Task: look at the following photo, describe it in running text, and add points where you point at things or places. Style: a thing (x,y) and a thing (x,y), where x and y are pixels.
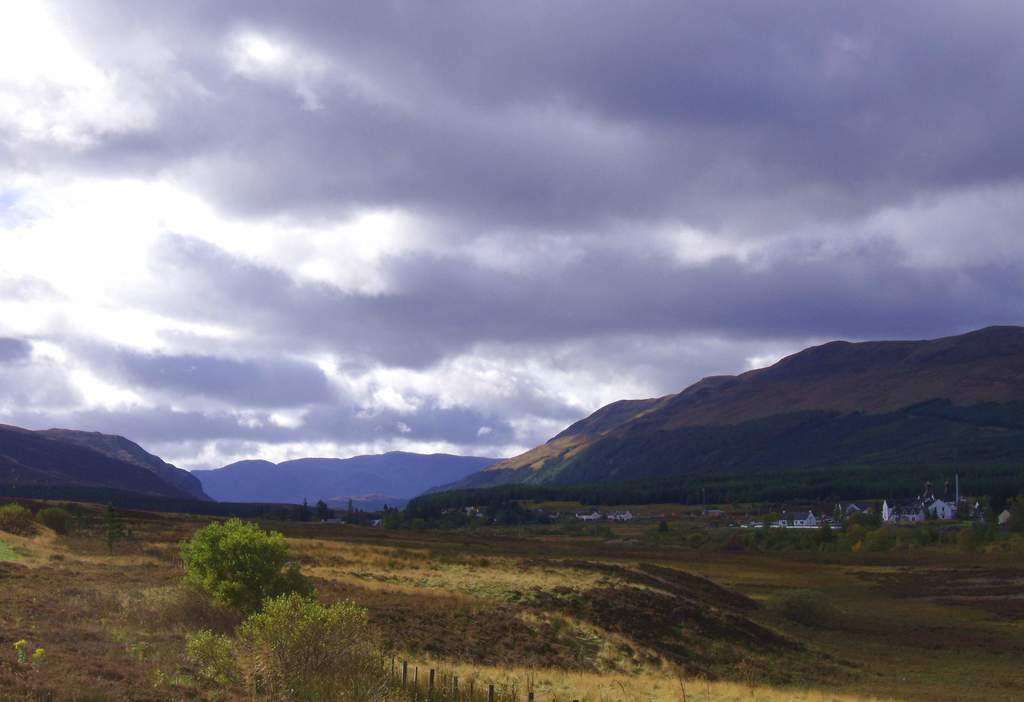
In this image we can see some trees (189,574), plants (22,658), houses (778,518), poles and mountains (776,381), in the background (655,311) we can see the sky (391,227) with clouds (421,225).
